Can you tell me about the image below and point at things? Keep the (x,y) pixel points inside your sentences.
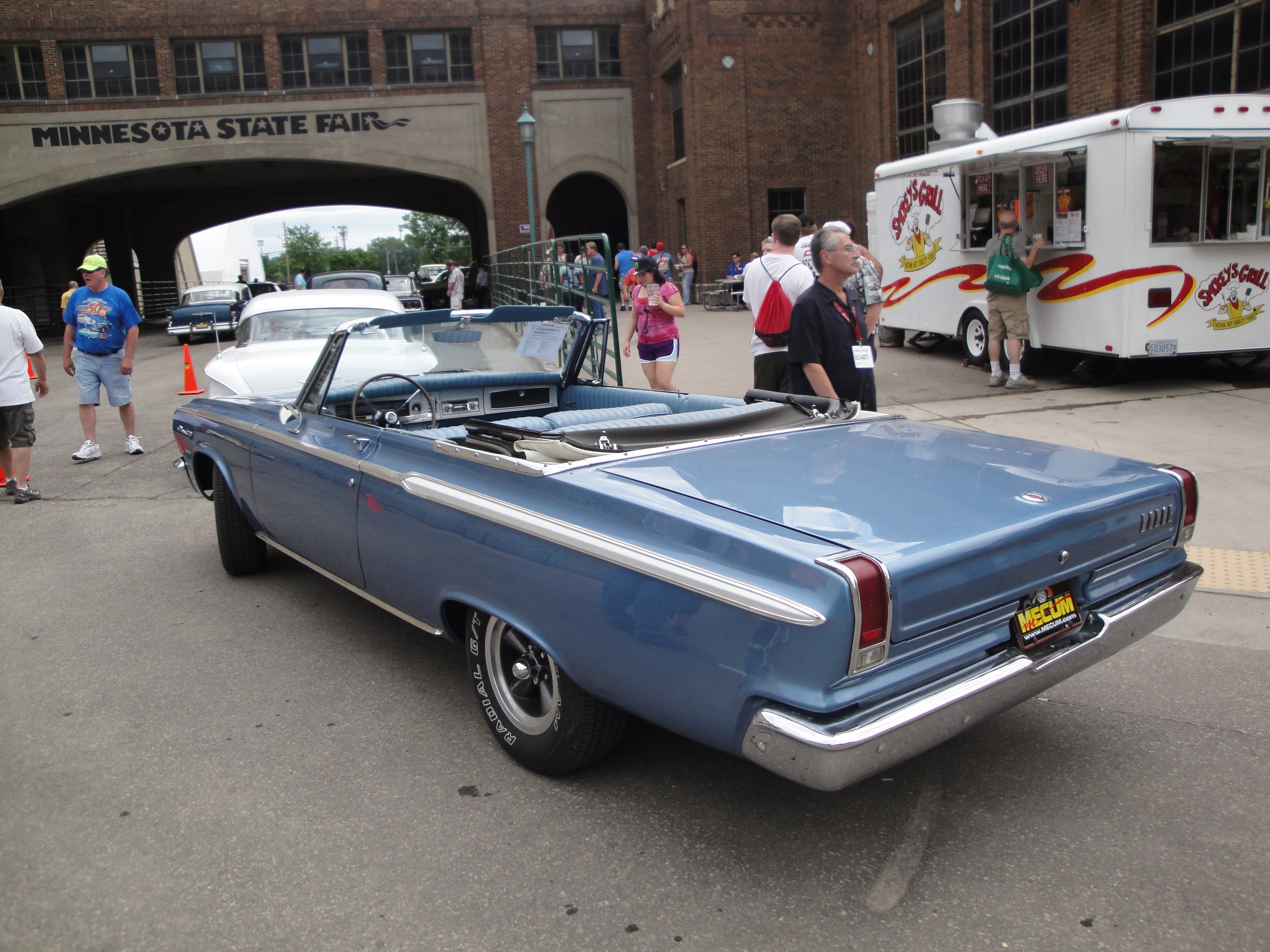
These are the cars (336,428) on the road (152,414). I can see groups of people (659,325) standing. These are the kinds of barricades (499,271). I can see the buildings (778,85) with the windows (924,85). This looks like a light pole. In the background (387,252), I can see the trees (420,251). On the right side of the image (1197,209). This looks like a van (1147,287).
